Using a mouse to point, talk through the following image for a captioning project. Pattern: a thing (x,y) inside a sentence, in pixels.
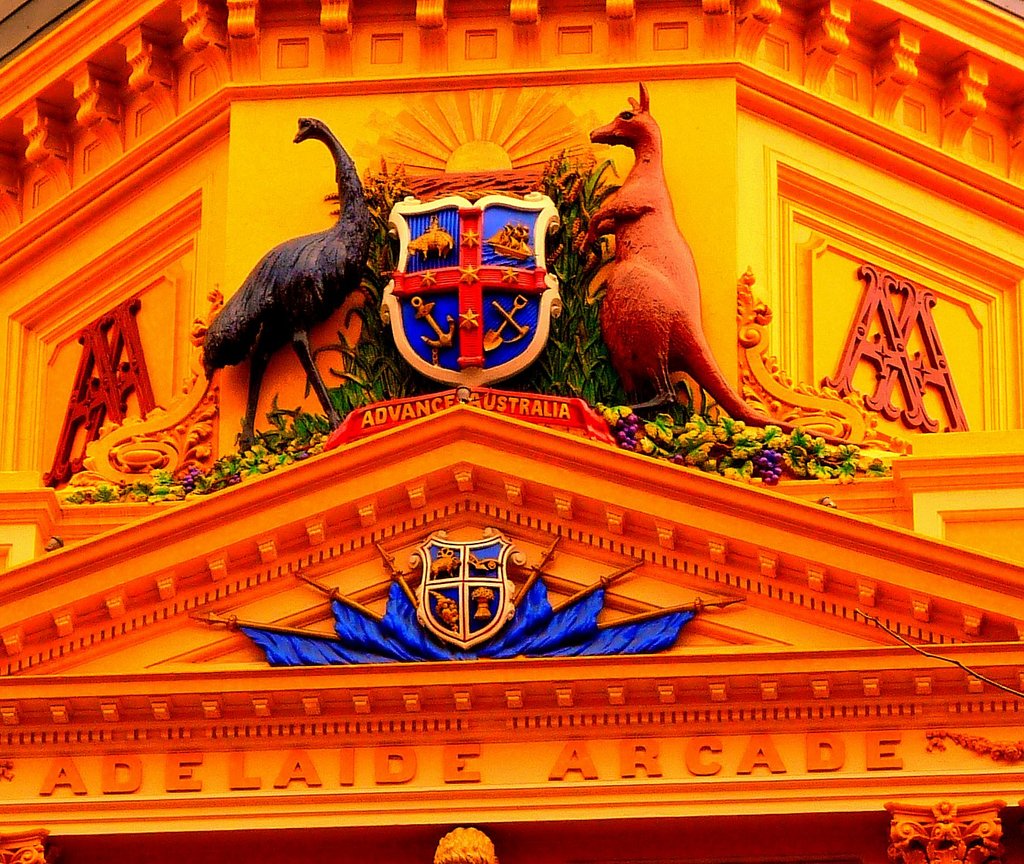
In this image we can see a building (539,566), on the building (645,753), we can see some text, statues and shields (447,603).
